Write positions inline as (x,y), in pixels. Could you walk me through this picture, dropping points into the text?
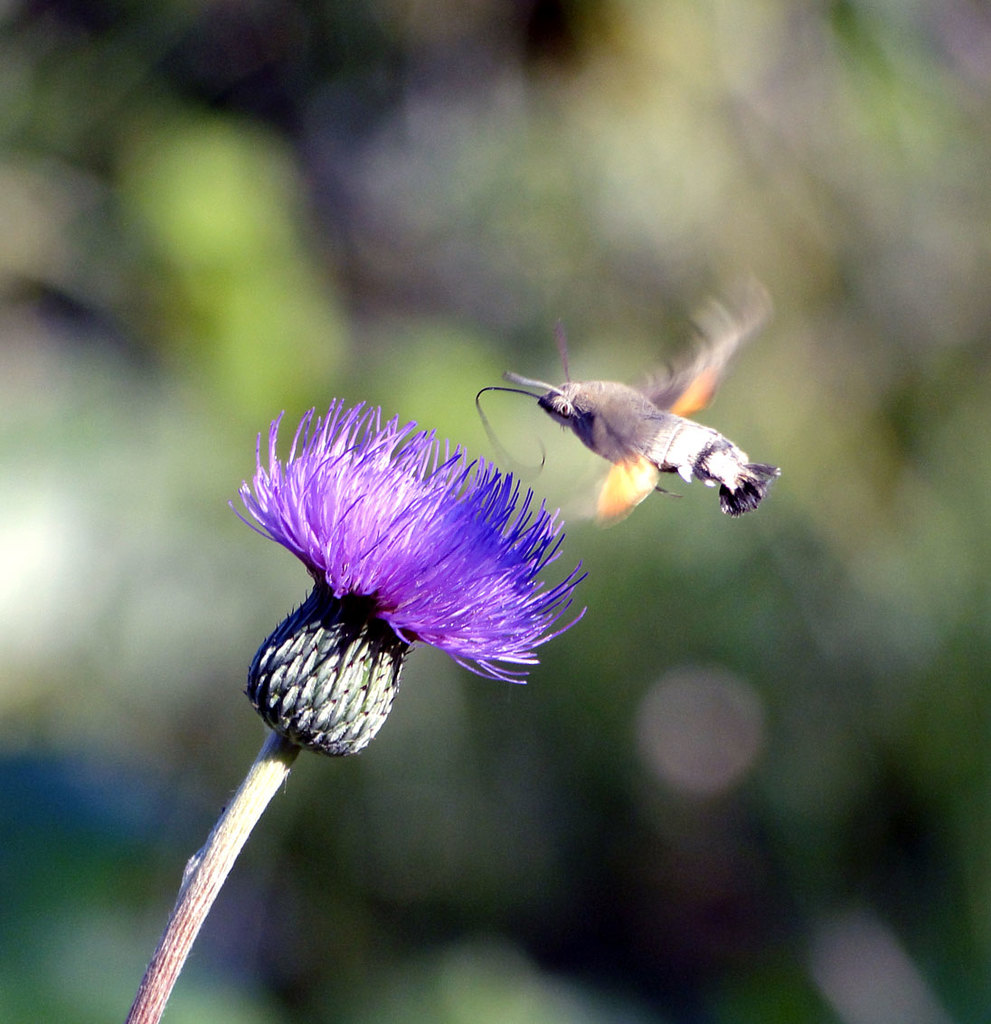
In this image there is a moth (601,486) near a flower (481,505) with stem (222,854). The background (252,334) is blurred.
